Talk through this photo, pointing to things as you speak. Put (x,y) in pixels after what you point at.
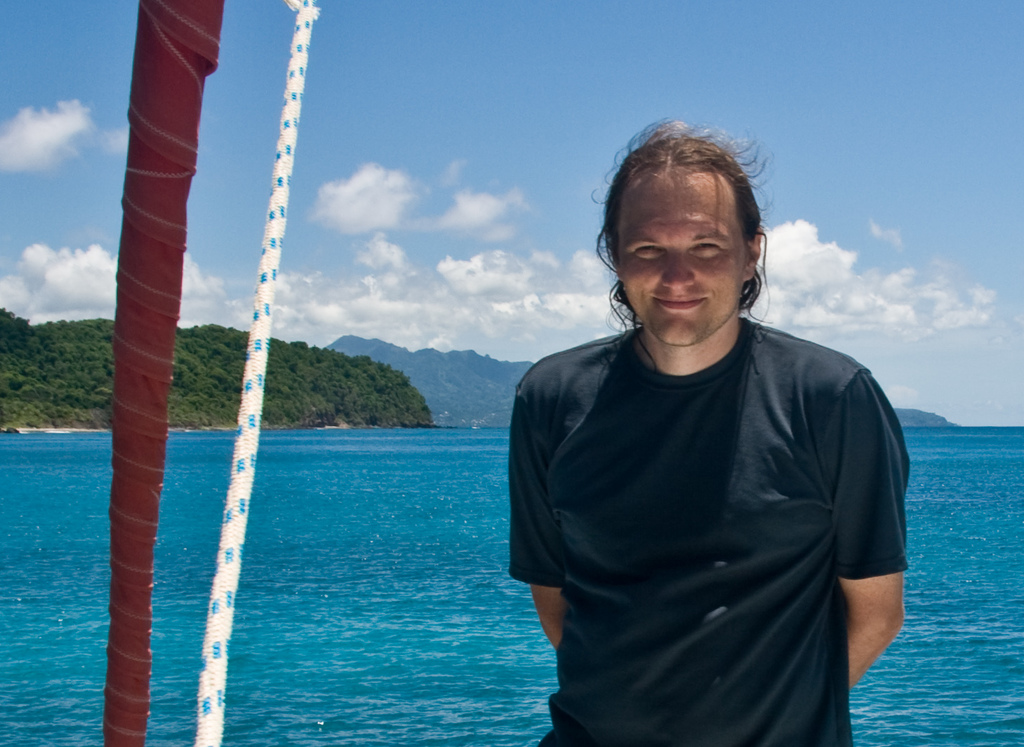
In this picture we can see a cloth (173,63), rope (292,104), man (704,408) standing and smiling and at the back of him we can see trees (307,383), water (388,666), mountains (446,382) and in the background (467,89) we can see the sky (568,210) with clouds (546,269).
